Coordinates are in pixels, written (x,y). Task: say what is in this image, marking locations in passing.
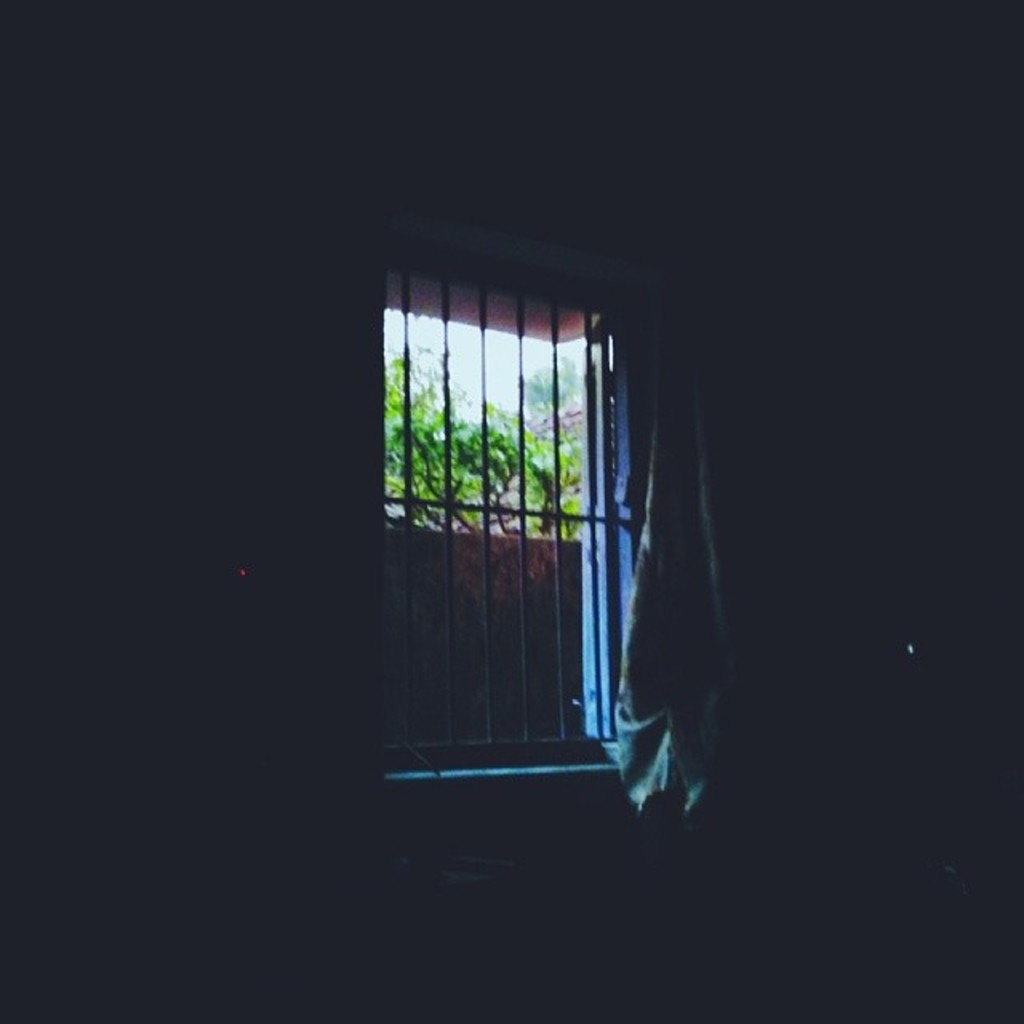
There is a window (391,581) and behind the window (410,639) there is a wall (438,709) and outside the wall (436,694) there are plenty of trees (534,484).
